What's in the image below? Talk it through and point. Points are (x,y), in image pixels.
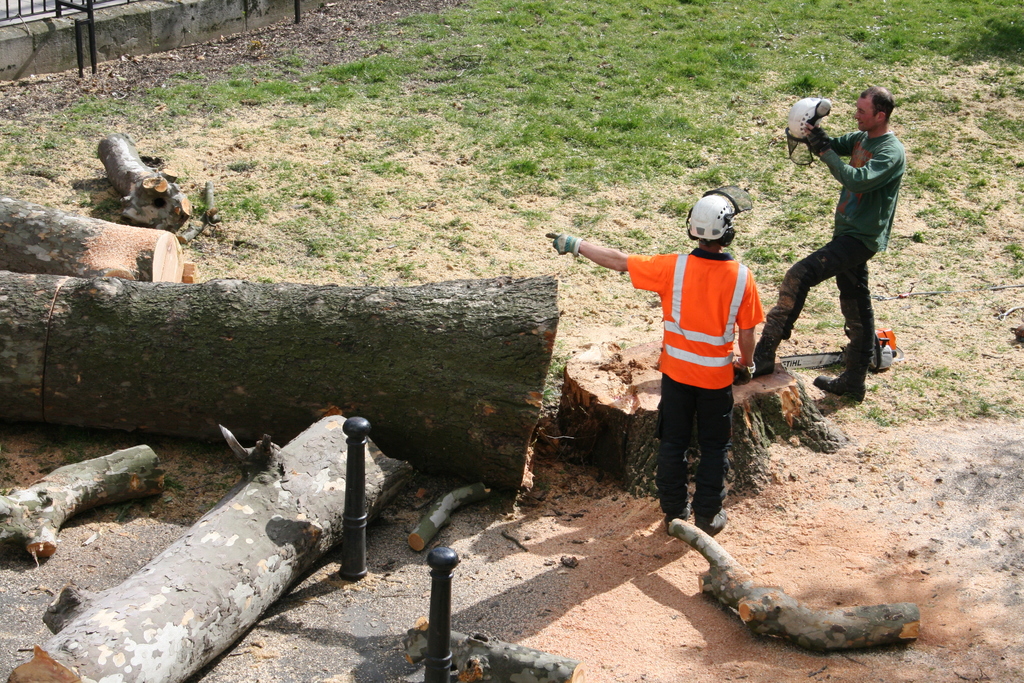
In this image I can see two people (725,245) are standing and one of them is holding something. I can see few wooden logs (285,369), poles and the grass (613,167).
